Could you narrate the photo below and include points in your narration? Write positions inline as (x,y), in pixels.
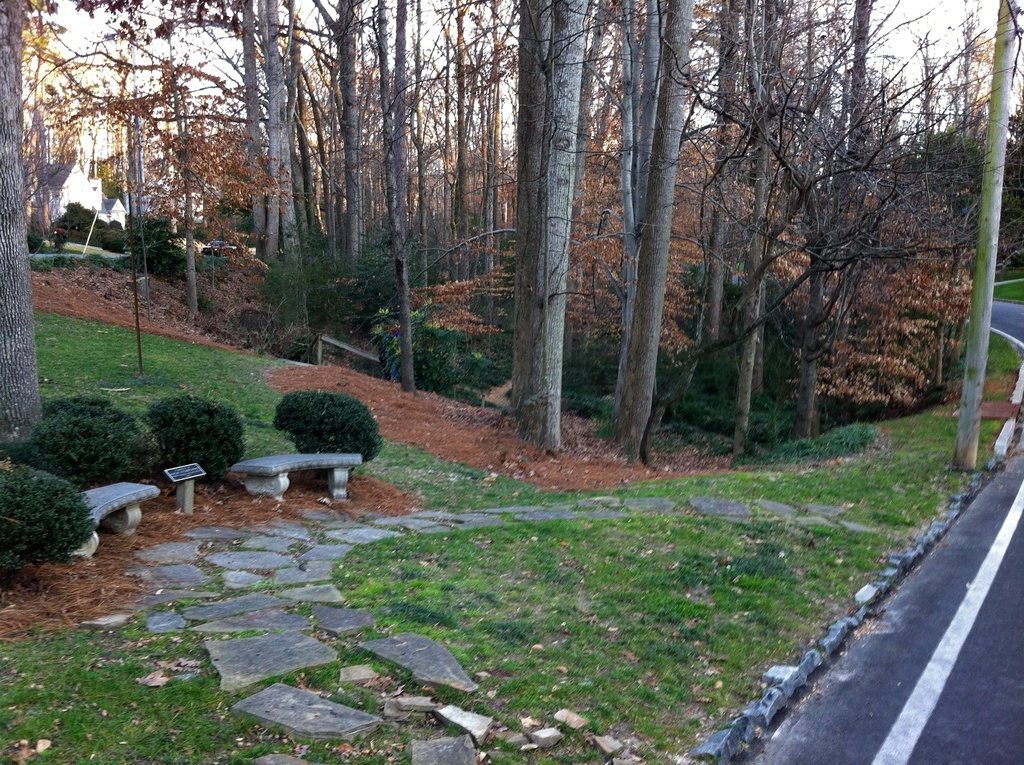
This image is taken outdoors. At the bottom of the image (863,717) there is a road (872,690) and there is a ground (369,643) with grass (452,641) on it. In the background (173,167) there are many trees (173,152) and plants (421,386) on the ground (566,419). On the left side of the image (225,415) there are a few plants (204,452) and there are two benches (281,487) on the ground (183,539).
